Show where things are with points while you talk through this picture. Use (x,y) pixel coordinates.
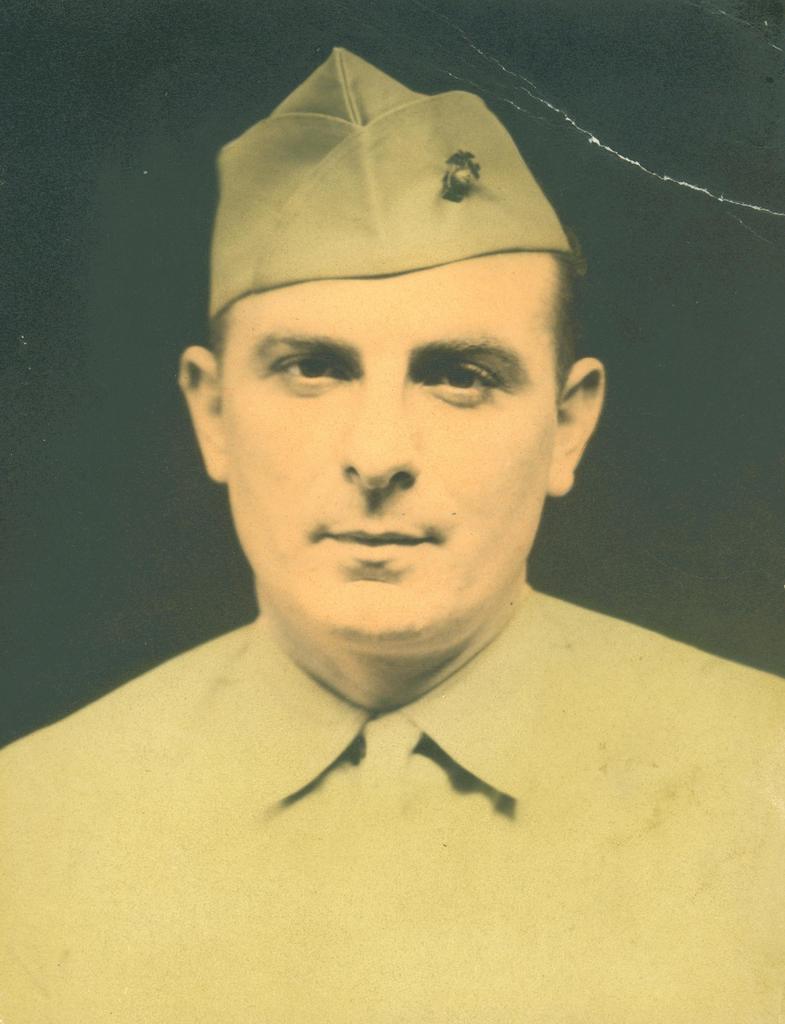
In this image there is a photograph (416,472) of a person (381,489).
